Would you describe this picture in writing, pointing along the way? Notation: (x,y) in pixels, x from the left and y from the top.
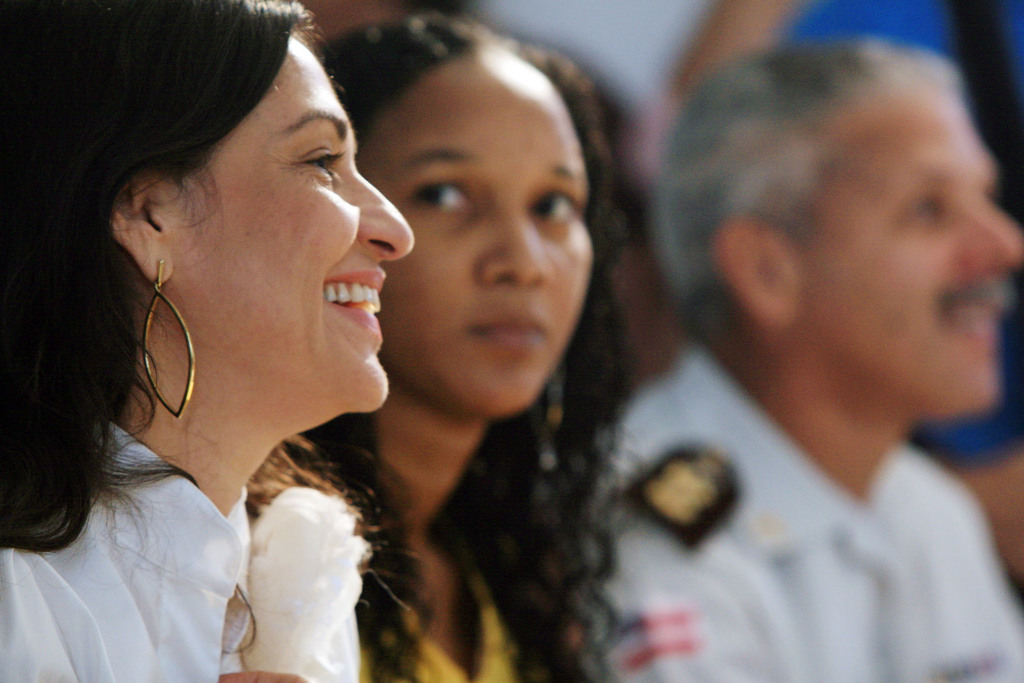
On the left side of the image (145,464) we can see a woman (208,428) and she is smiling. Here we can see two persons (679,256). There is a blur background (916,23).
